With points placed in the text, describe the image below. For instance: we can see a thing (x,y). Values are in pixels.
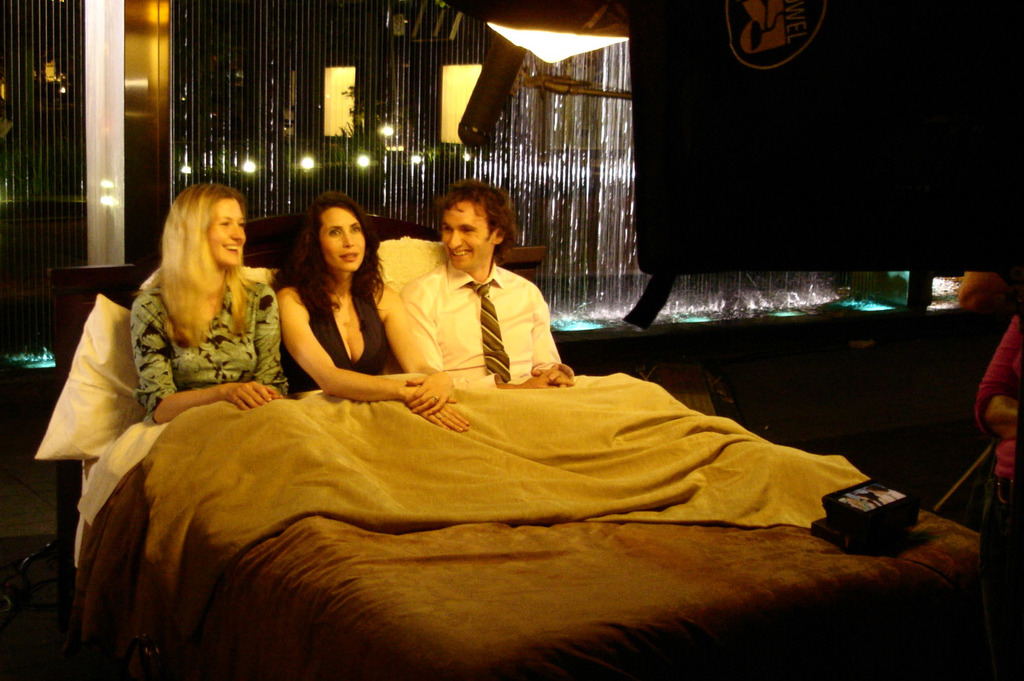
in this picture we can see three persons (364,322) sitting on a bed (812,576) and we can see blanket (566,503) over their legs (650,499). This is a box (852,510). This is a light (584,40).
